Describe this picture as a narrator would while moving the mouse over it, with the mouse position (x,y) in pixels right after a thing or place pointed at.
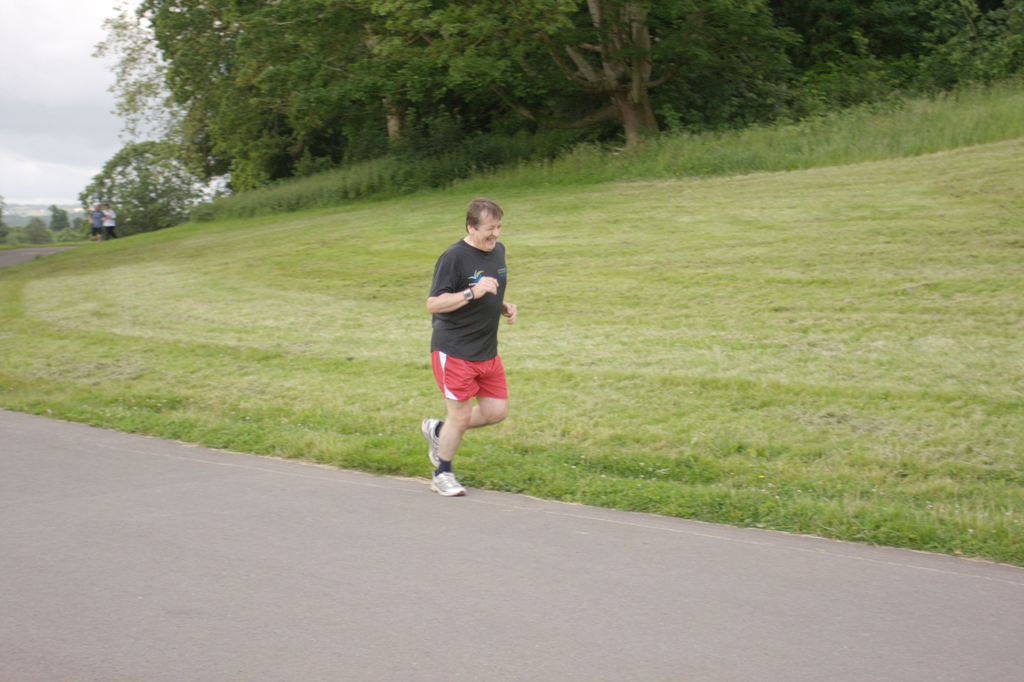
In this image I can see the person (449,490) running and the person (448,292) is wearing red and black color dress (468,344). In the background (417,22) I can see two other persons (97,222), few trees (344,119) in green color and the sky (88,83) is in white color.
